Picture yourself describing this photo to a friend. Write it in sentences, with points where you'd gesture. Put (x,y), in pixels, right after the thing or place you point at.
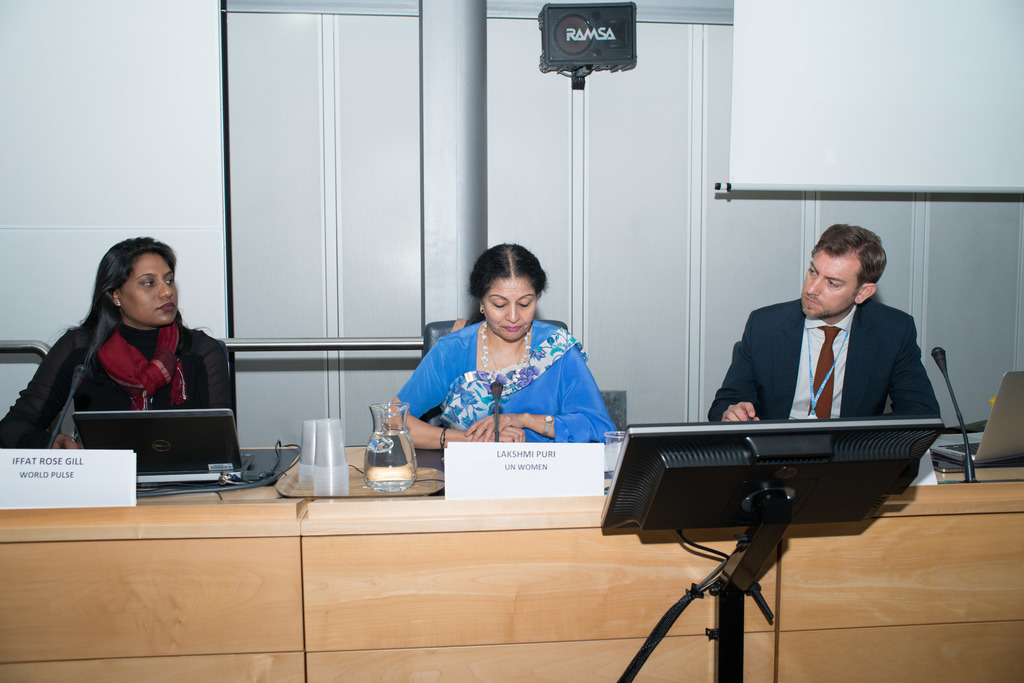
In this image we can see people (437,399) sitting on chairs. There is a table (992,547) on which there are laptops (142,459), glasses (333,427), mics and other objects (479,470). In the foreground of the image (736,468) there is a screen (726,432) with a stand (739,560). In the background of the image (302,158) there is wall (285,52). There is a white color screen (823,135).
